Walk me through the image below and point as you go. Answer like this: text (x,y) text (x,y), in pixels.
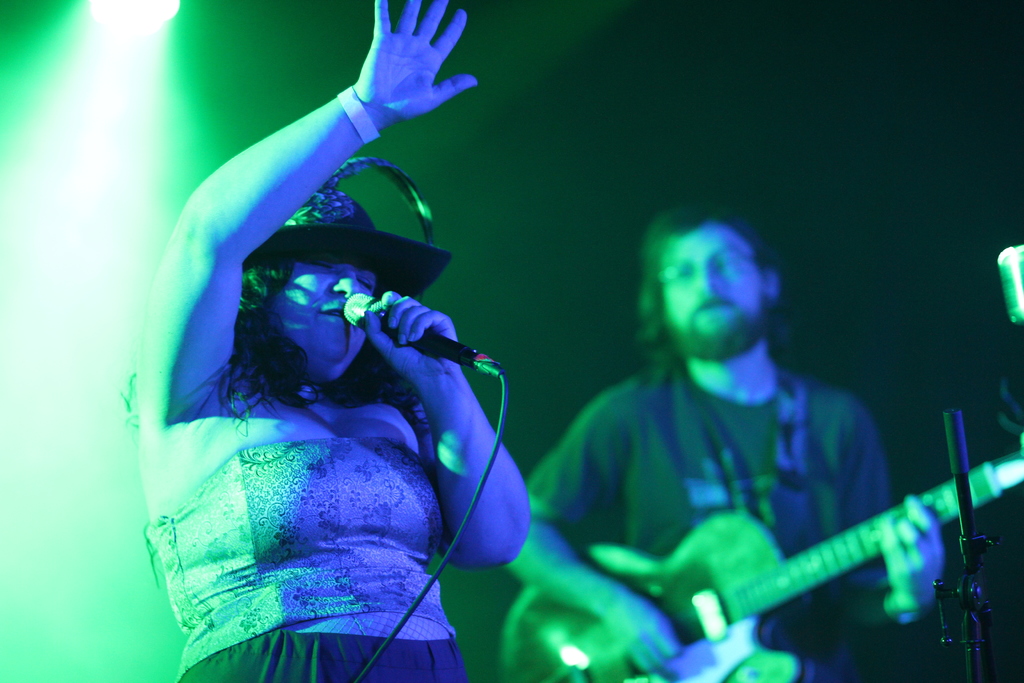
In this picture there is a lady (293,279) at the left side of the image (194,357), by holding a mic (452,339) in her hand (395,303) and she is singing, there is a man (843,448) at the right side of the image (716,672) he is playing the guitar (627,569) and there is a green color spotlight (60,603) on them.
